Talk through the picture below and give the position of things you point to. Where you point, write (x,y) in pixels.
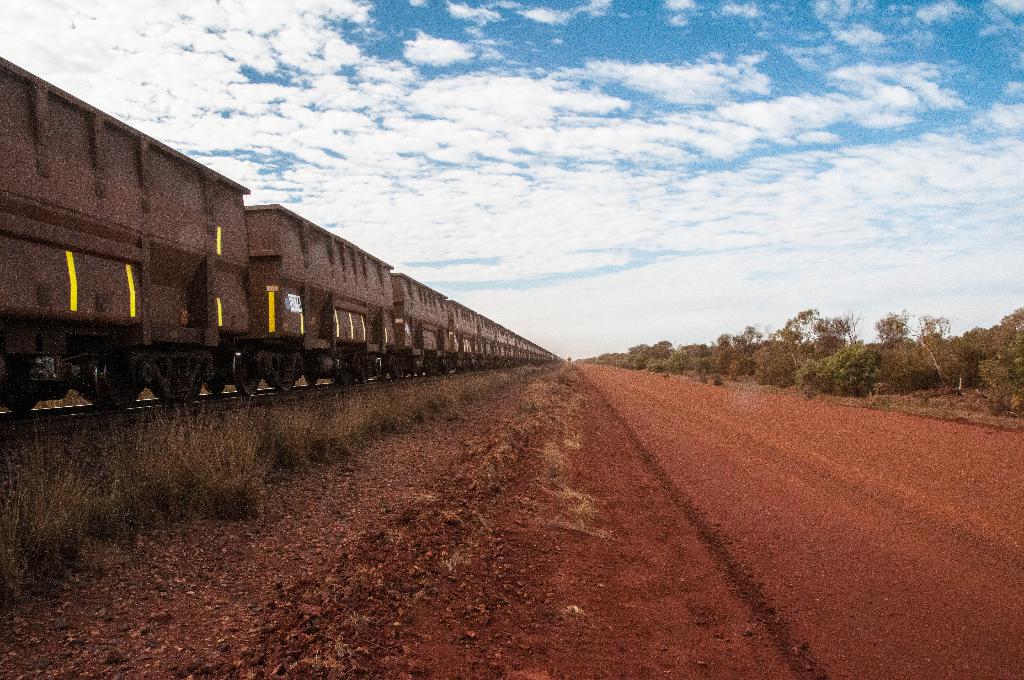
In this image we can see road (696,390). To the right side of the road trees (751,349) are there and left side (324,332) train (205,331) is present. The sky (494,70) is in blue color with some clouds (190,80).
